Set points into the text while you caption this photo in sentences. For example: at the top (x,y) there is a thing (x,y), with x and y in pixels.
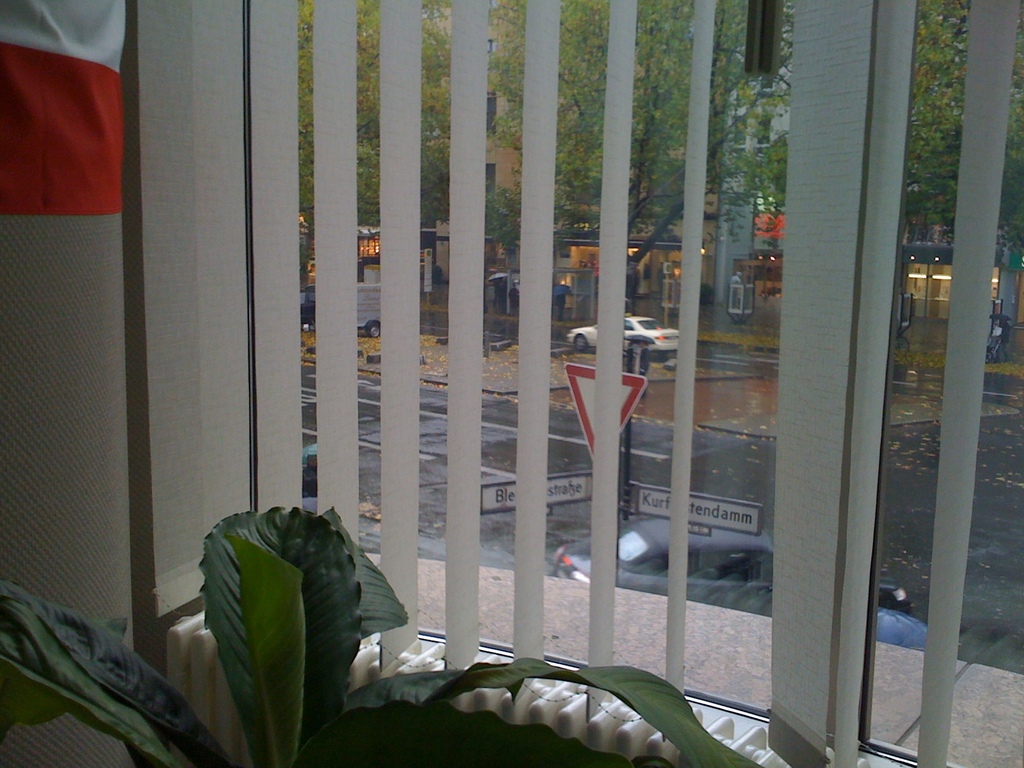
On the left side (284,710), there is a plant (273,726) having green color leaves (269,608). On the top left (33,45), there is a cloth (49,58). Inside this place, there is a glass window (363,181) having a curtain (181,140). Through this glass window (570,325), we can see there are vehicles (664,333) on the road (764,348), there are sign boards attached to a pole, there are trees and there are other objects (726,248).
